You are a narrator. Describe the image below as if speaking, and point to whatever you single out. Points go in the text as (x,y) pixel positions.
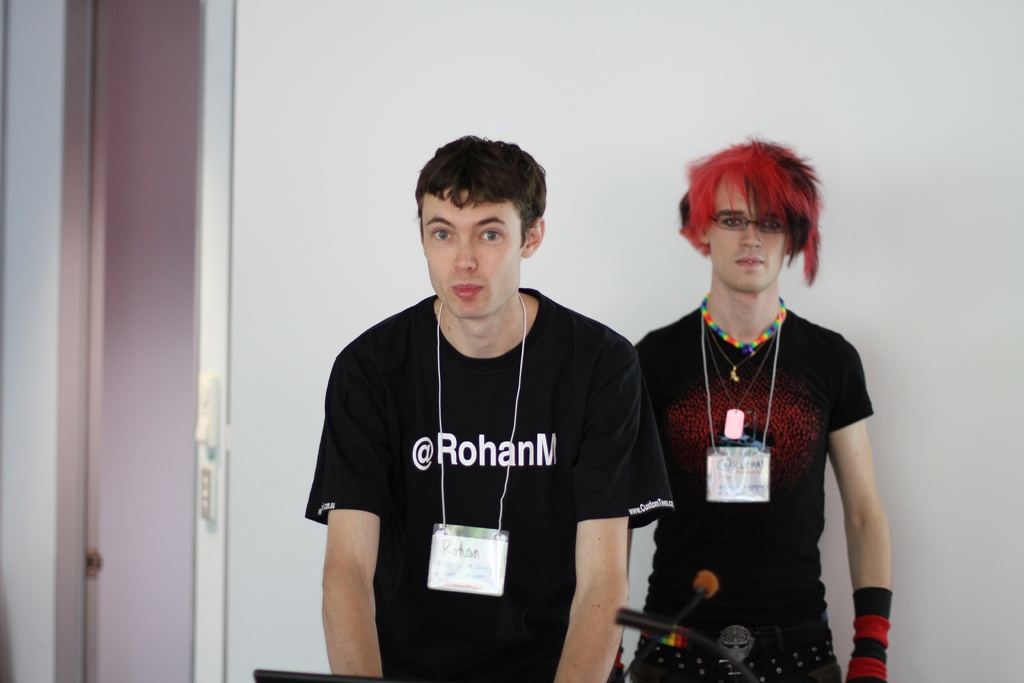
In the picture I can see two men (510,354) are standing and wearing ID cards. In the background (422,166) I can see a white color wall (362,153) and other objects (159,529).
